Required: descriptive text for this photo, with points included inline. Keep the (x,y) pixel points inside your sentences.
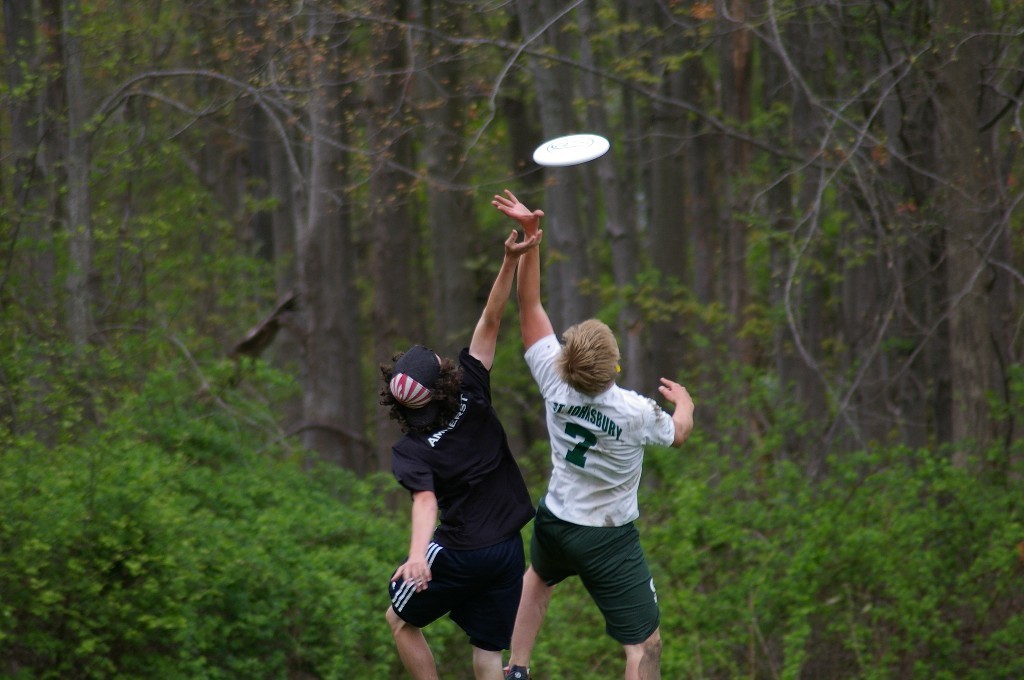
In this picture I can see two persons (455,393) playing a game with an object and In front of them I can see bushes (116,500) trees (411,230).
